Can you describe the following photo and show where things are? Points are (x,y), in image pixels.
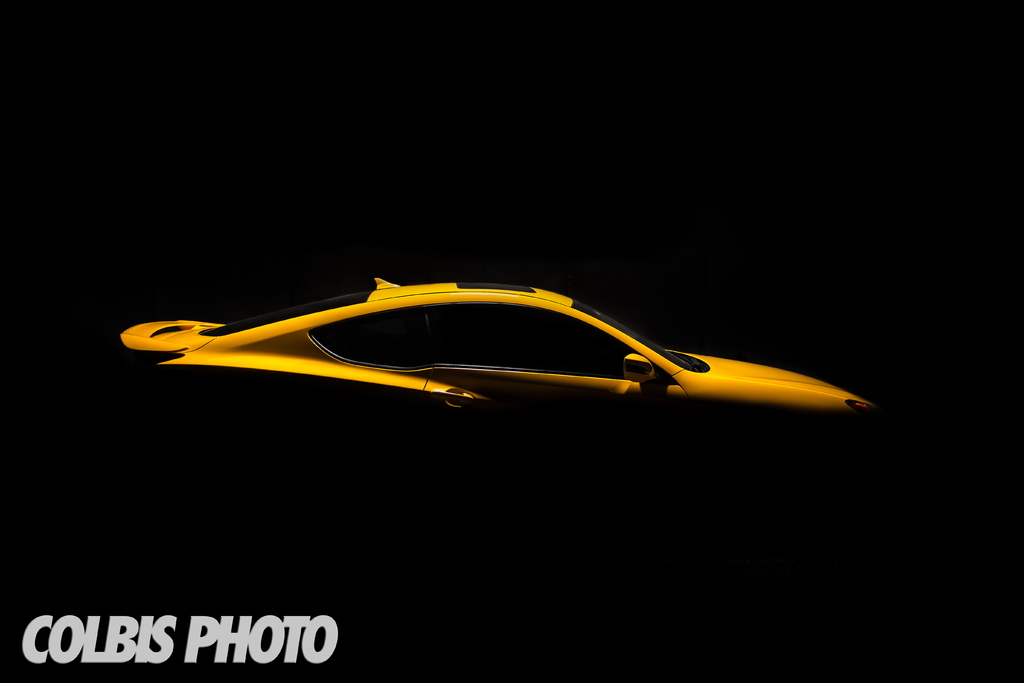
In this picture there is a poster (920,544). in the center (391,377) we can see the yellow car (431,366). In bottom left corner (324,652) there is a watermark (309,642). On the top (652,136) we can see the darkness (666,89).
